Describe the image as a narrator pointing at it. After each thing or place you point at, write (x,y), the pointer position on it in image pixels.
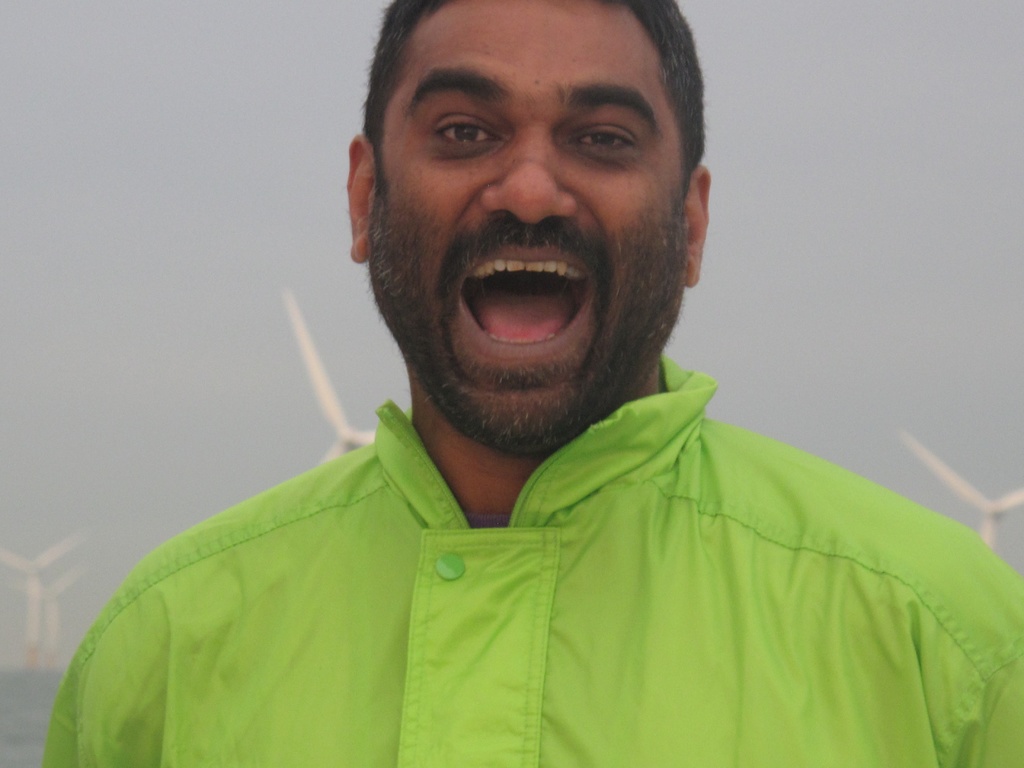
In this image I can see the person (629,491) is wearing green color dress (439,518). I can see the sky (144,503) and few windmills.
